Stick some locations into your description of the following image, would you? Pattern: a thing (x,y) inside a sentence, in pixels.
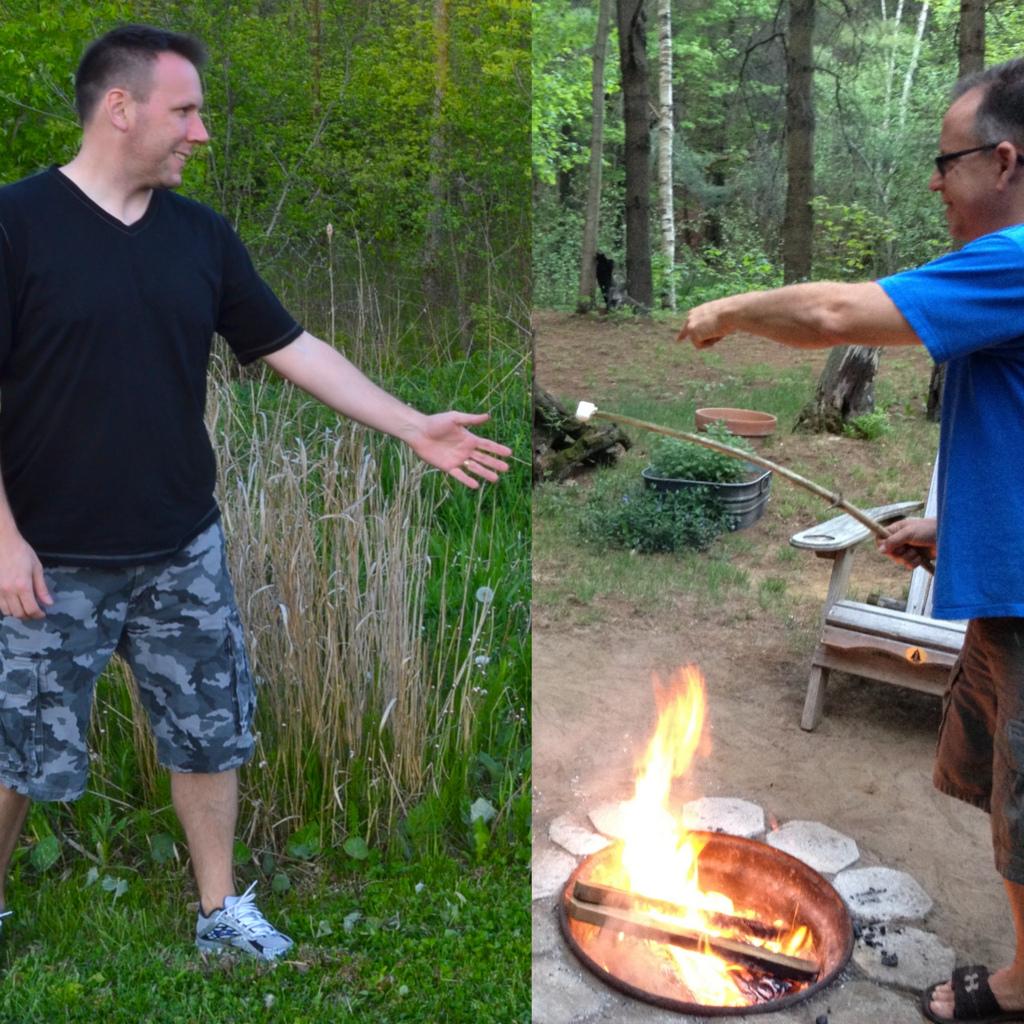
This picture is a collage. On the left (127,258) there is a person (119,616) standing. In the picture there are trees (358,71), grass (319,639) and plants (401,370). On the right (1000,79) there are fire camp (776,945), person (954,535), chair (850,616) and plants (693,505). In the background (731,98) there are trees (701,69).
